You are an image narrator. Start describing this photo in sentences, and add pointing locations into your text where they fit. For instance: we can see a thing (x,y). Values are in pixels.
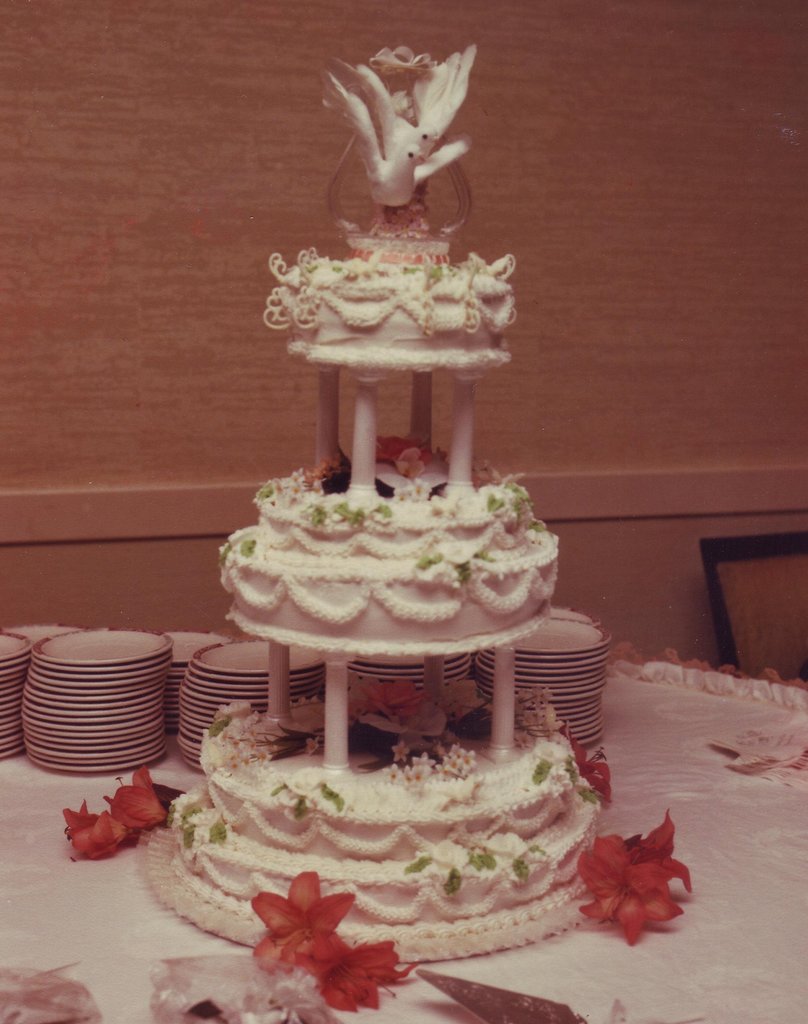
this picture is mainly highlighted with a cake (313,615), step by step cake (419,521) on the table (680,924). These are flowers (116,815). These are plates (213,679) behind a cake (415,847). On the background (636,312) we can see a wall (629,285). This is a chair (755,621).
